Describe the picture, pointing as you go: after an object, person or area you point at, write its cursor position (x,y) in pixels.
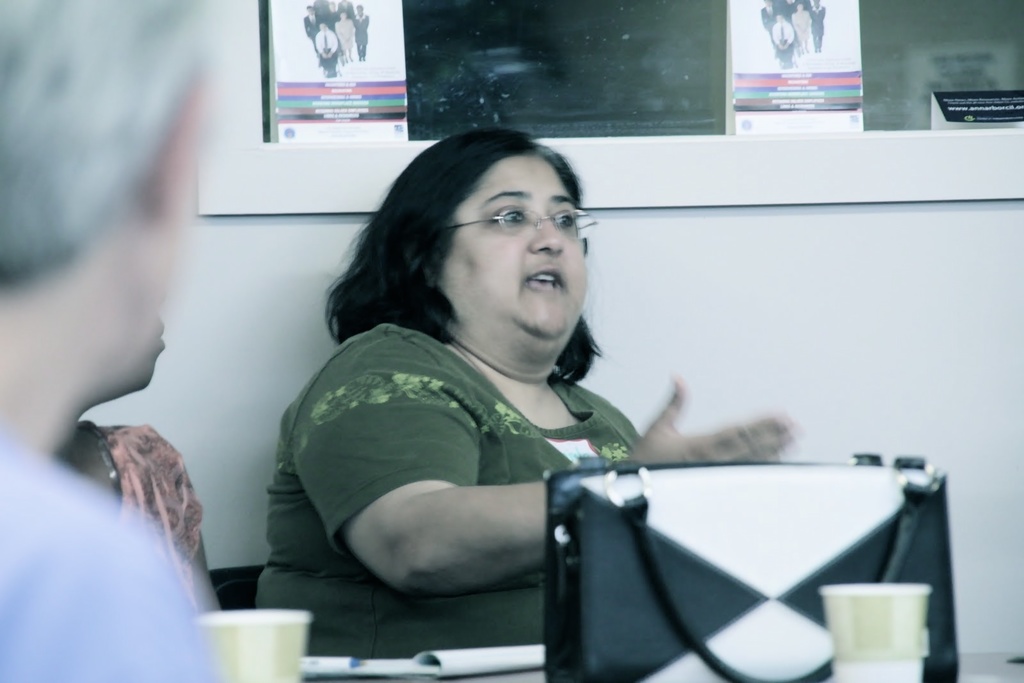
woman (469,303) is sitting and talking, a board (803,136) is present on the wall (681,264).
